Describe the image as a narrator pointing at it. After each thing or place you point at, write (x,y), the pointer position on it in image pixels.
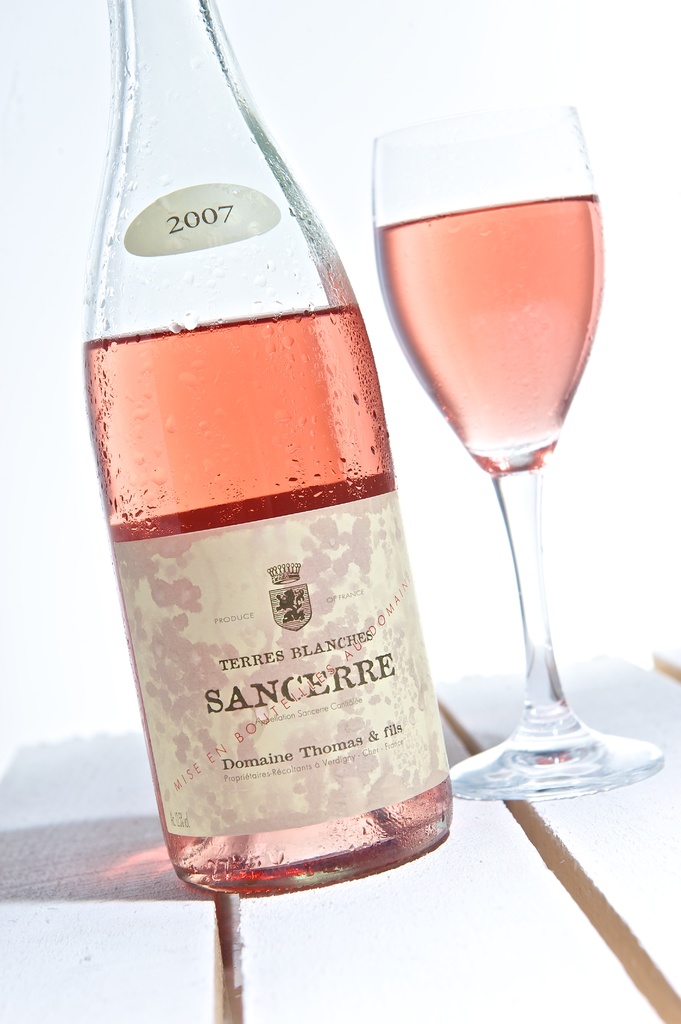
in this picture we can see that a Pink wine bottle (280,459) and the glass (552,340) on the top of the table (579,936) and Sancerre label (333,697) on it.
